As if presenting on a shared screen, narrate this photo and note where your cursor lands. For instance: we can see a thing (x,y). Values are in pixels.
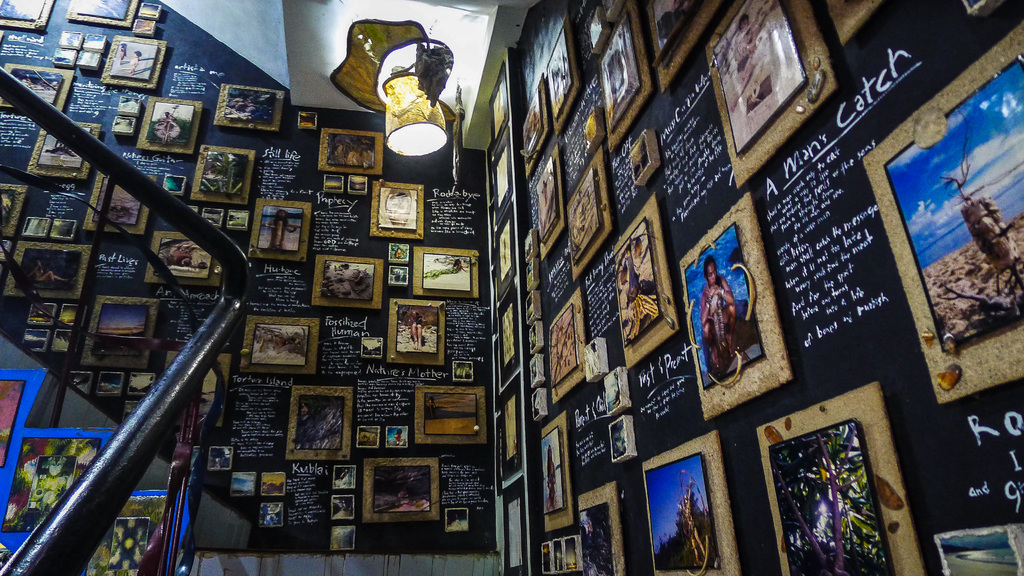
In this image I can see many frames (701,504) attached to the wall (743,498) and I can see something written on the wall (429,159). In the background (391,122) I can see the light (447,126), few stairs (199,543) and poles (155,399).
